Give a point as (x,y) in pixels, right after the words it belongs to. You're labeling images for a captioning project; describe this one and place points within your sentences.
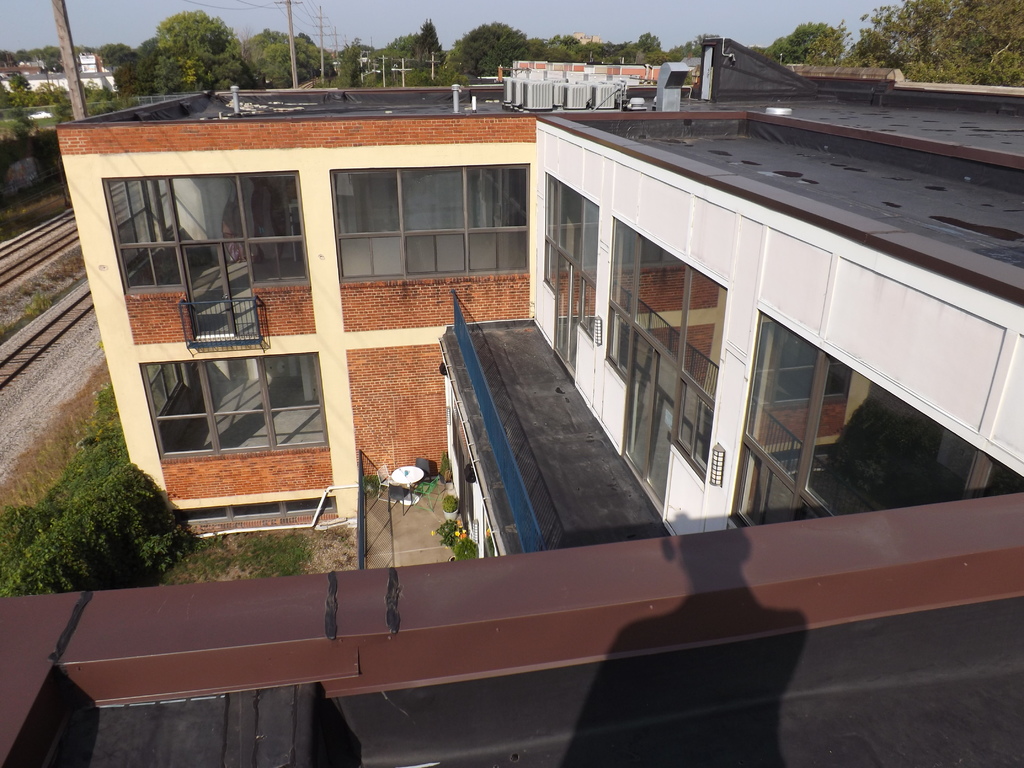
In this image, we can see some trees (925,51) and buildings (550,270). There are poles (65,51) in the top left of the image (336,64). There is a sky (596,23) at the top of the image (593,21).
